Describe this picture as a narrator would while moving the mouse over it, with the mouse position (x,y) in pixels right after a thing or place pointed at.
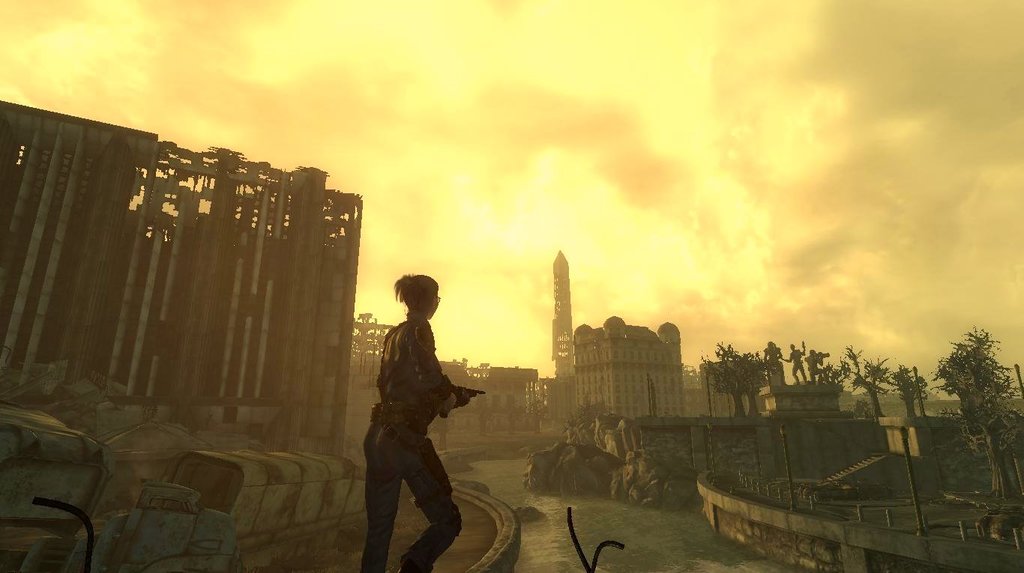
This is a animated image. In the center of the image (432,291) there is a lady (451,516) holding a gun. In the background of the image (235,269) there are buildings (696,391), trees (904,399), statues (776,403). In the center of the image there is water (560,571). At the top of the image (378,66) there is sky (439,66) and clouds (646,84).
